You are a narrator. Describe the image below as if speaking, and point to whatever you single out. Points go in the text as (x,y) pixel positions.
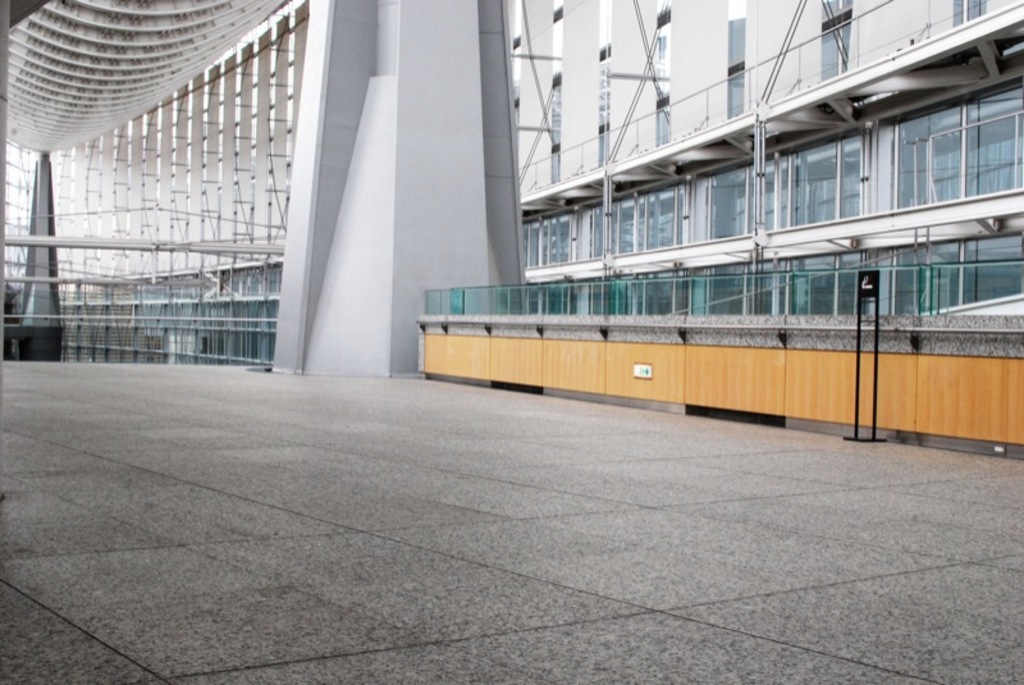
In this picture I can see there is a huge building (245,79), there is a pillar (390,302), a wooden object (609,356) at right side (706,372) and there is a white color frame (234,199) and it has glass windows (254,308), there is a railing (20,280) at left side (104,240).
